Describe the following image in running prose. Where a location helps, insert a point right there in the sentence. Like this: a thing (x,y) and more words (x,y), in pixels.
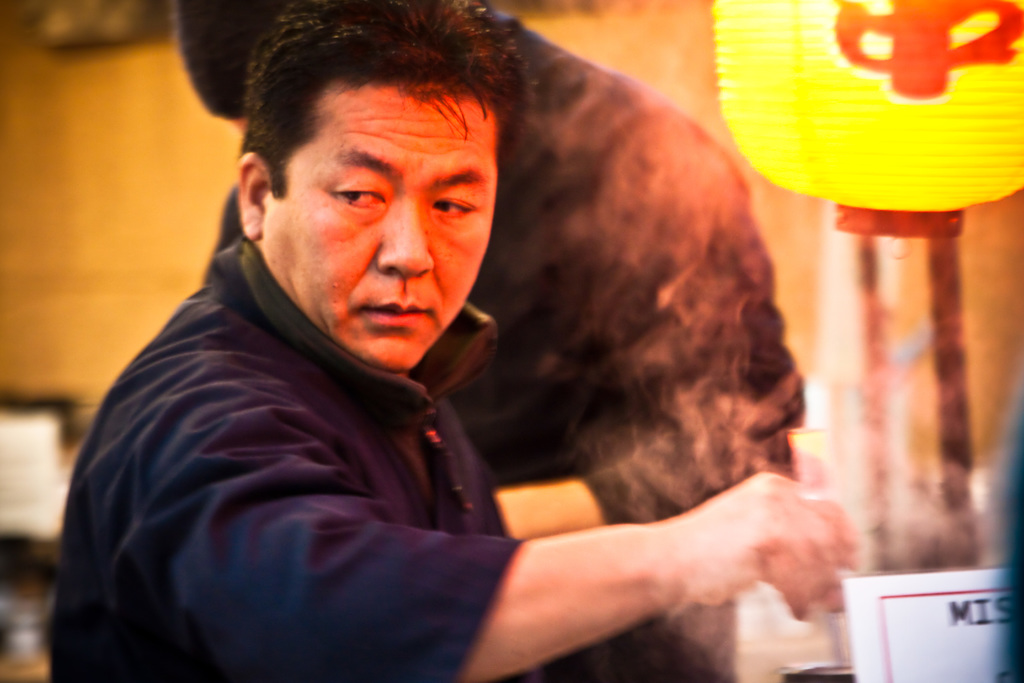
In this image I can see the person (188,360) standing and holding some object (800,455) and the person (636,561) is wearing black color dress (452,388). In the background (904,224) I can see some object (978,166) in yellow color and I can also see the other person (600,265) standing.
